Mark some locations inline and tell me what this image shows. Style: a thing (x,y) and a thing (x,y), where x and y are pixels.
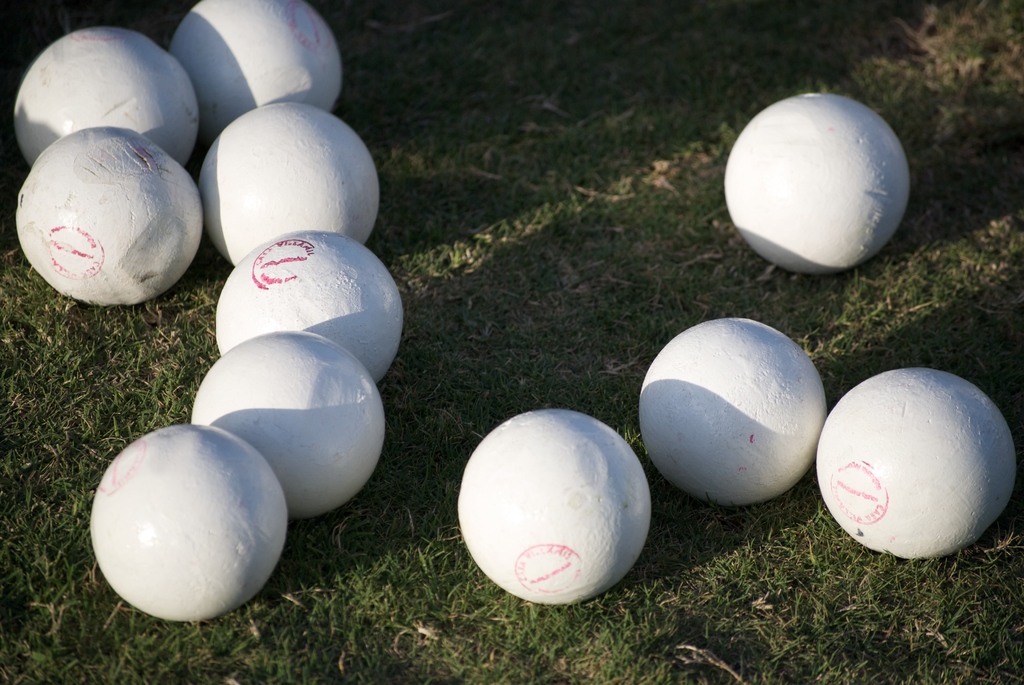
In this image we can see the white color balls (349,317) with the red stamps (571,554) and the balls (876,498) are placed on the grass (491,626).
